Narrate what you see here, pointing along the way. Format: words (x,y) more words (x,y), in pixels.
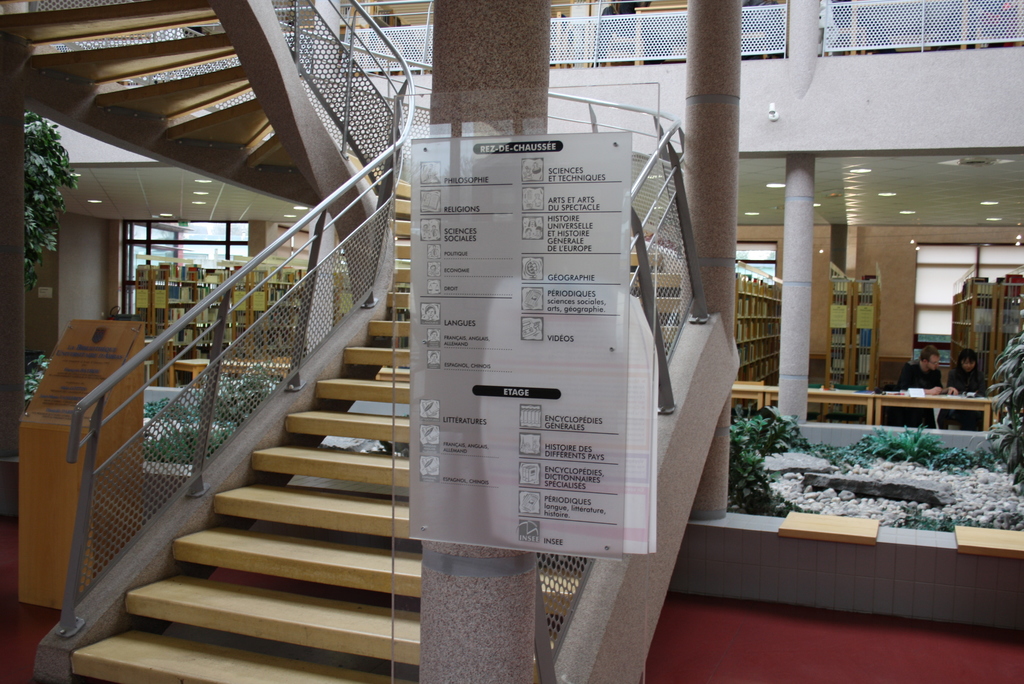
This is the picture of a building (1009,134). In the foreground (501,337) there is a board (516,292) on the pillar (541,129) and there is a text (467,365) on the board (523,275) and there is a stair case (365,356). At the back (269,272) there are books (215,275) in the cupboard (961,297). On the right side of the image (908,380) there are two persons (955,381) sitting behind the table (984,403). At the back (918,437) there are plants (1014,362). At the top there are lights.
